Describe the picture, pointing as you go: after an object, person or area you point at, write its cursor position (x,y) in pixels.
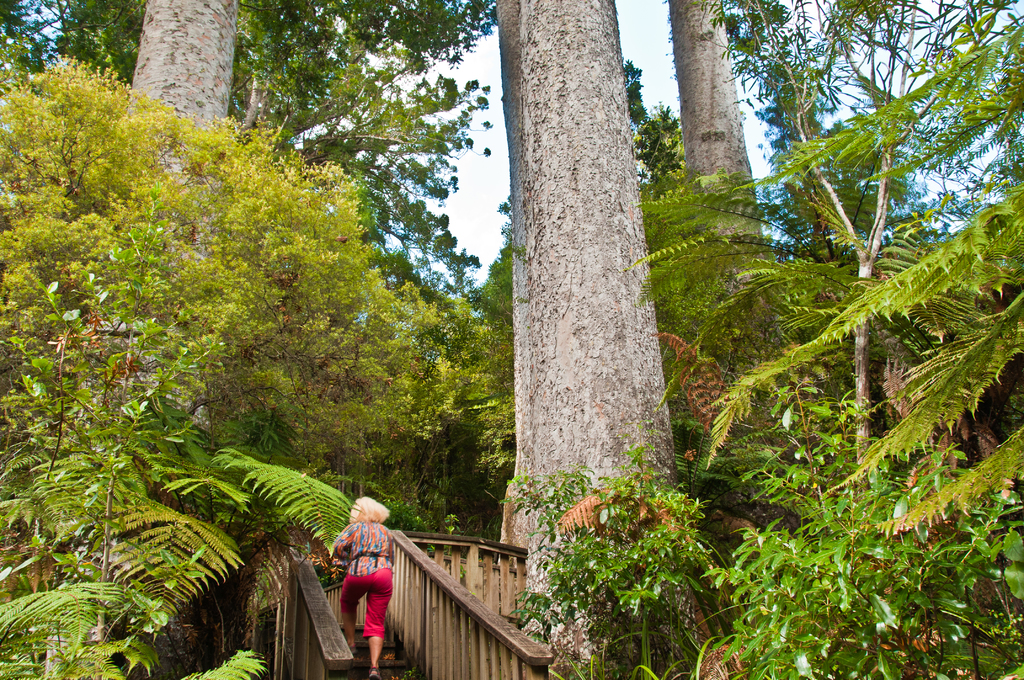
In this picture i can see trees (825,161) and a woman (372,577) climbing the wooden stairs (452,580) and a cloudy Sky (495,231).
